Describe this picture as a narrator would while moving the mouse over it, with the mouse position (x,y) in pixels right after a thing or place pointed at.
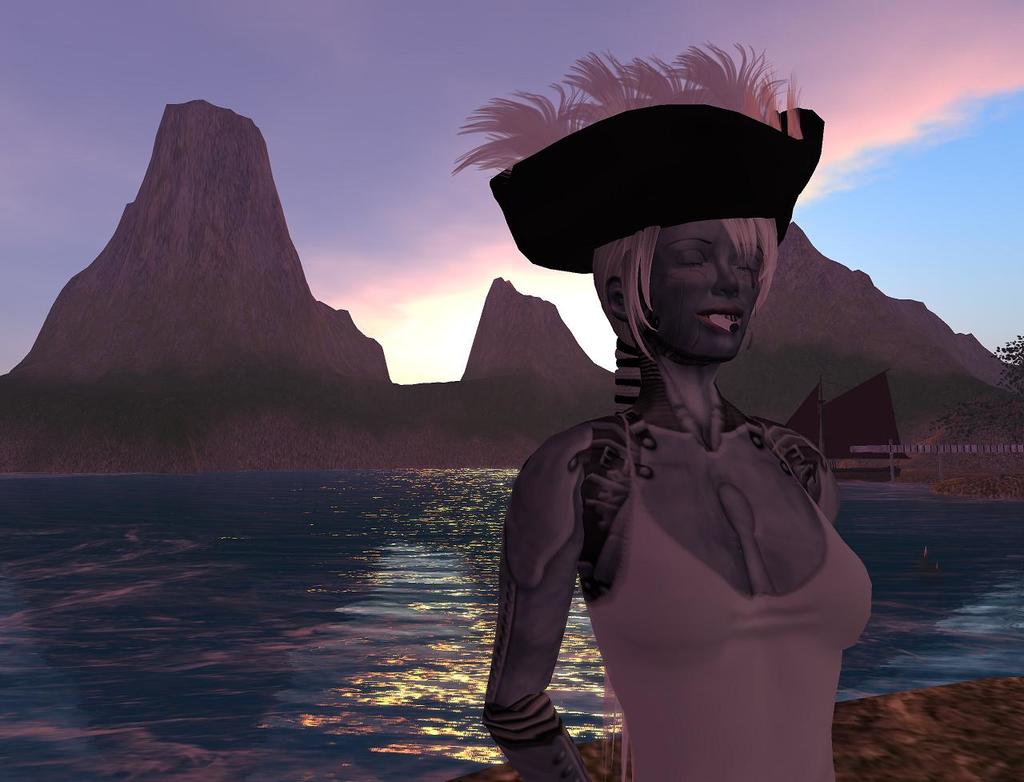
This is an animated picture. In the foreground of the picture (706,430) there is a woman (699,548). In the center of the picture (449,485) there is a water body (1023,571), in the water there is a boat (856,417). On the right (988,405) there are trees (1008,425). In the background (291,314) there are mountains (479,345).
